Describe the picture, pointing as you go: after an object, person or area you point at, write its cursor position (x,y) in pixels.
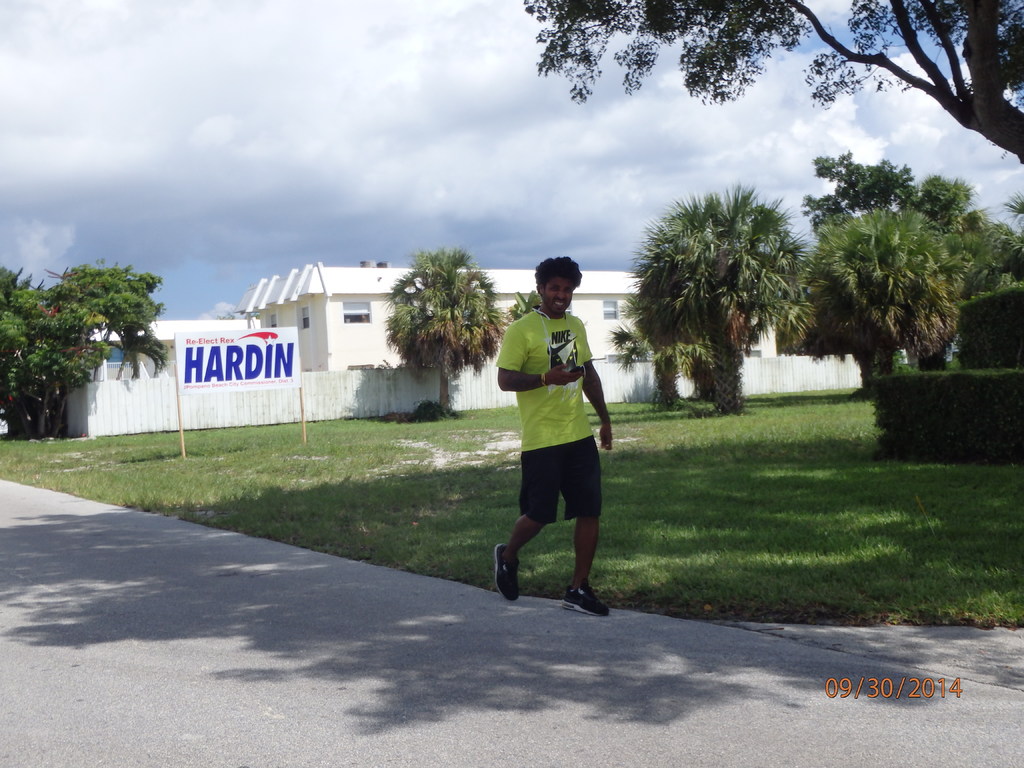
In this image I can see a person (528,439) walking on the road (615,756). I can see a building (383,314), a board (298,378) with some text (231,368) and trees (724,269) behind him. I can see the garden (798,466) with grass (734,454) in the center of the image (671,457). At the top of the image (265,114) I can see the sky (311,177). In the right bottom corner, I can see the date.
